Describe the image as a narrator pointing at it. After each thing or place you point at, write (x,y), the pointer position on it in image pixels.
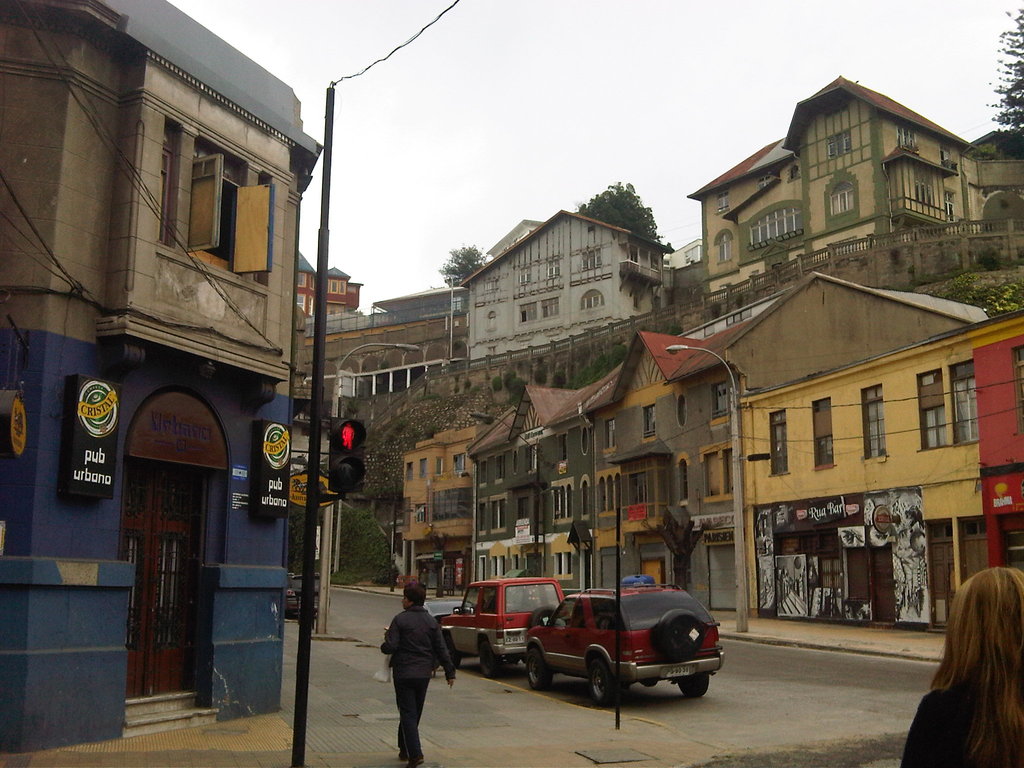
This image is clicked on the road (765,730). In the center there are vehicles (552,652) parked on the road (779,730). Beside the road (770,713) there is a walkway (457,721). There are street light poles (671,349), traffic signal poles (350,440) and a few people (409,665) walking on the walkway (362,680). Beside the walkway (322,635) there are buildings (140,272). There are boards (803,500) with text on the walls (226,420) of the building (226,420). Behind the buildings (589,228) there are trees (986,145). At the top (500,86) there is the sky (525,87). In the bottom right (962,679) there is a woman (952,711).
